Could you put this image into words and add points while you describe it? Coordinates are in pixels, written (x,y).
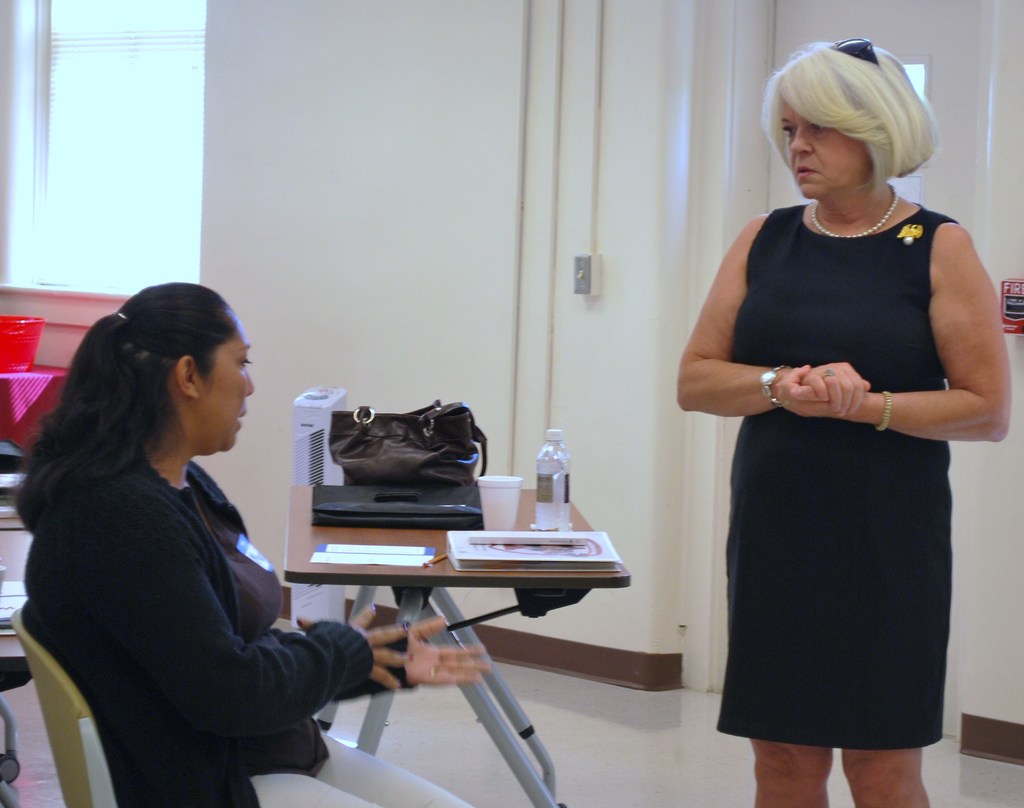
This picture is clicked in a room (759,638). There are two women (775,480), one woman (237,558) is sitting in the left side (138,345) and another woman (768,440) is standing in the right side (774,702). Both the women (804,665) are wearing black. In the center (394,534) there is a table (510,749), on the table (521,733) there is a bag (484,455), bottle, book (480,555) and some papers (403,555). In the background (371,346) there is a wall (430,226).
